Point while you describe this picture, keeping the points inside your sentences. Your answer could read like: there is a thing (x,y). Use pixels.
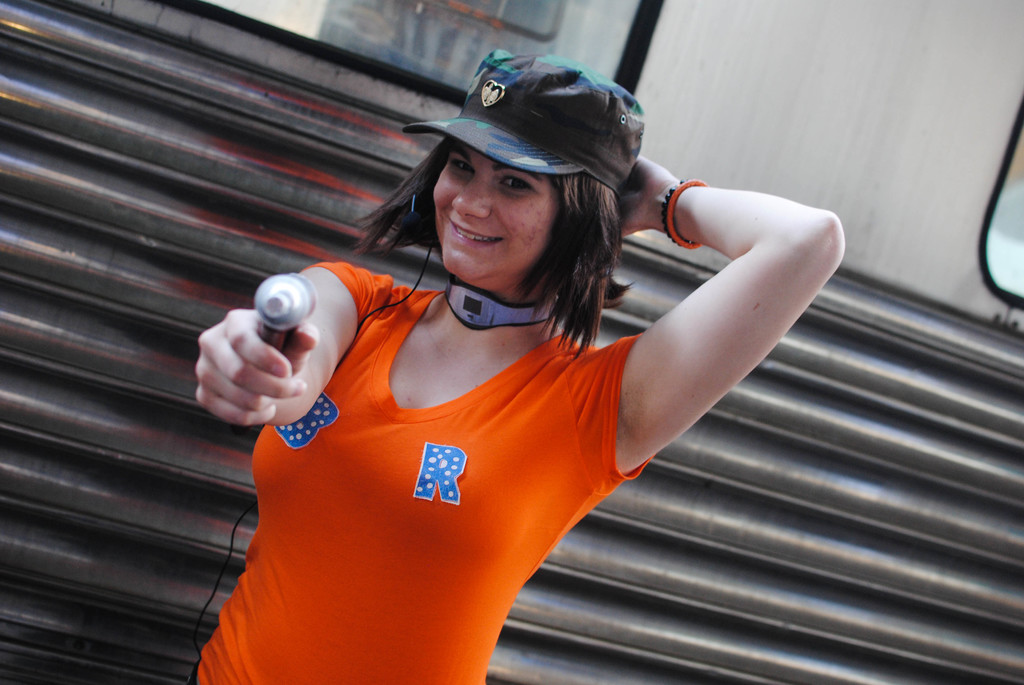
Here in this picture we can see a woman (446,326) standing over a place and she is holding something in her hand (242,320) and smiling and we can see she is wearing cap (502,158) on her and behind her we can see a train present over there.
